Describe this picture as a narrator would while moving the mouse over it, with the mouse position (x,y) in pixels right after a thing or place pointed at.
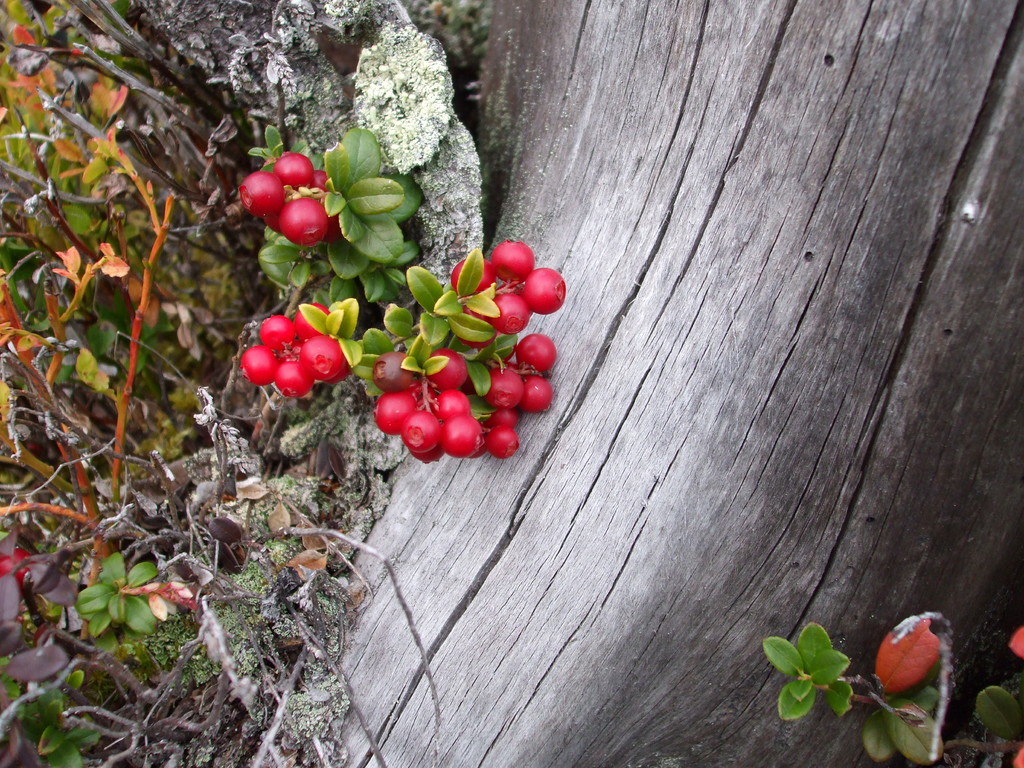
In this image I can see in the middle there are red color fruits (341,363) of this tree (426,349). On the right side (690,328) it looks like a bark (770,314) of a tree (781,283).
